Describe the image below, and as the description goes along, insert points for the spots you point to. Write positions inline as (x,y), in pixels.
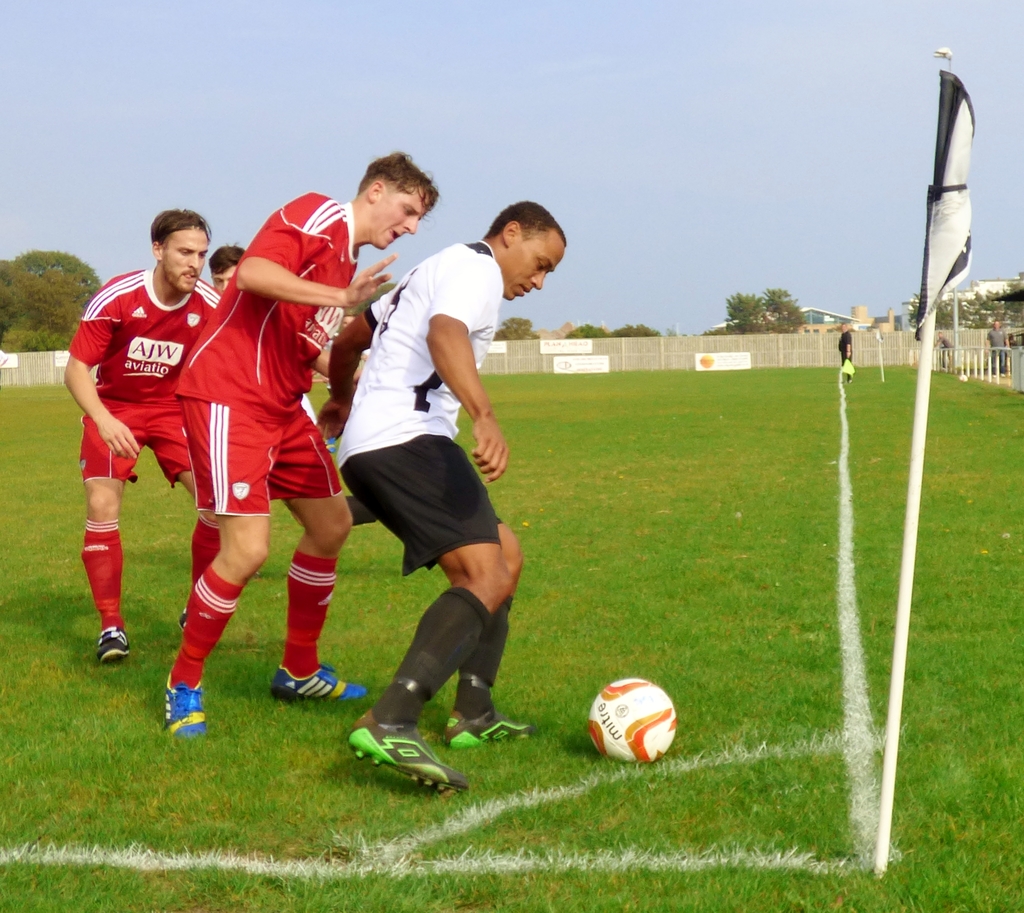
This picture shows few men (473,622) playing football and we see grass (526,377) on the ground (670,575) and a flagpole (934,292) and we see fence (741,339) and few trees (744,321) and a clear sky (591,87).
